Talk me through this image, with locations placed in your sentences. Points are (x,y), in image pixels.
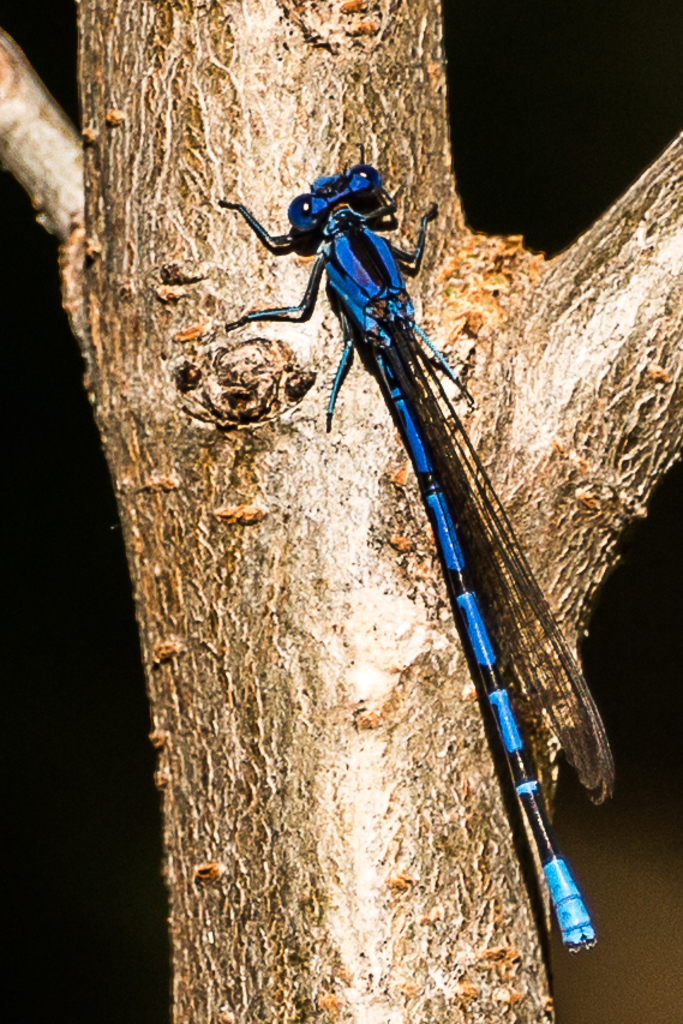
In this image we can see a blue color fly (356,263) is sitting on the bark (241,584) of the tree (221,327).
